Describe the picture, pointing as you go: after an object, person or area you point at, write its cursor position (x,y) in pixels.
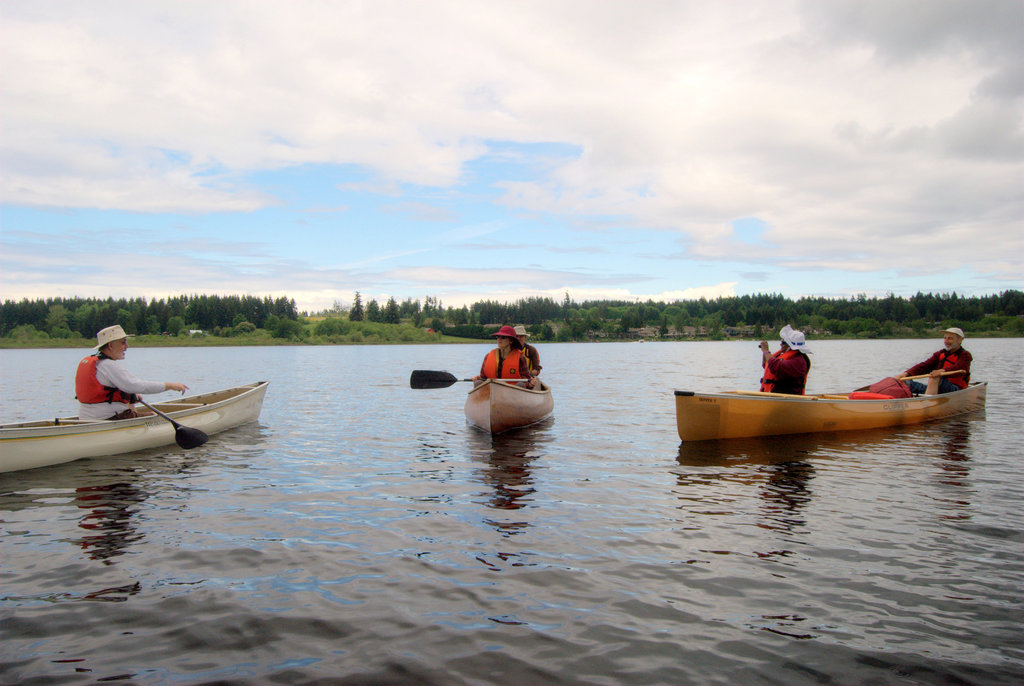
In this image we can see three boats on the water (870,495) and we can see some people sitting on the boats (537,390) and among them few people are holding paddles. We can see some trees (170,313) in the background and at the top (302,73) we can see the sky (824,94) with clouds (744,185).
